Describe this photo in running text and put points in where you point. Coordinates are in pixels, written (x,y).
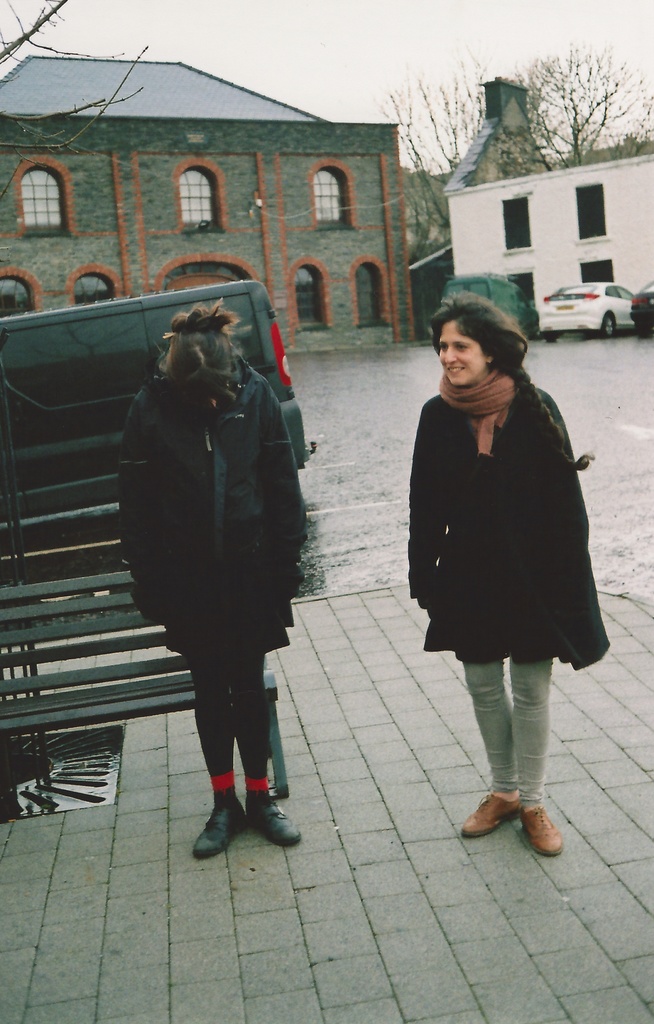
In this image I can see two persons (424,564) standing. There is a bench (117,706), there are trees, buildings (376,338), vehicles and in the background (445,171) there is sky (418,36).
